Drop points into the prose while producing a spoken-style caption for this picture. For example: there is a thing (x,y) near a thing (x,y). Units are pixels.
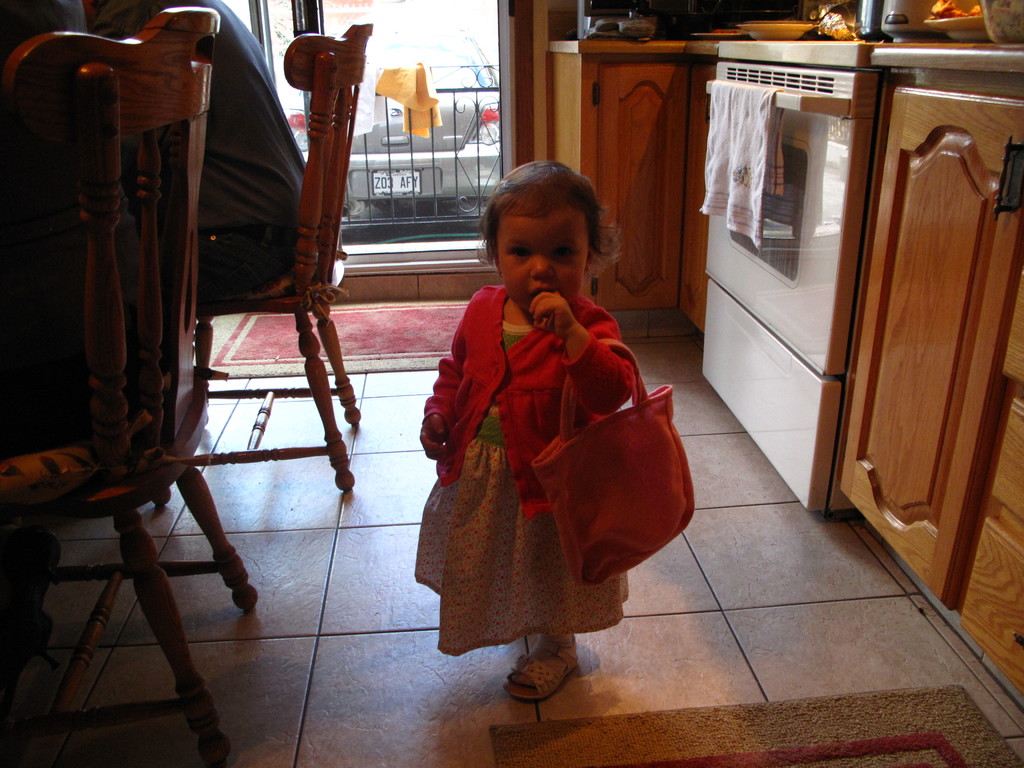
In this image i can see a girl child (455,427) standing wearing a pink dress (507,388), holding a bag (574,497). To the left of the image (227,452) i can see some chairs (305,242) people (78,427) sitting on them and to the right of the image (807,249) i can see a oven (720,228) and a counter top (962,65). In the background (460,156) i can see a railing (387,146), clothes (411,86) and a vehicle (398,159).
